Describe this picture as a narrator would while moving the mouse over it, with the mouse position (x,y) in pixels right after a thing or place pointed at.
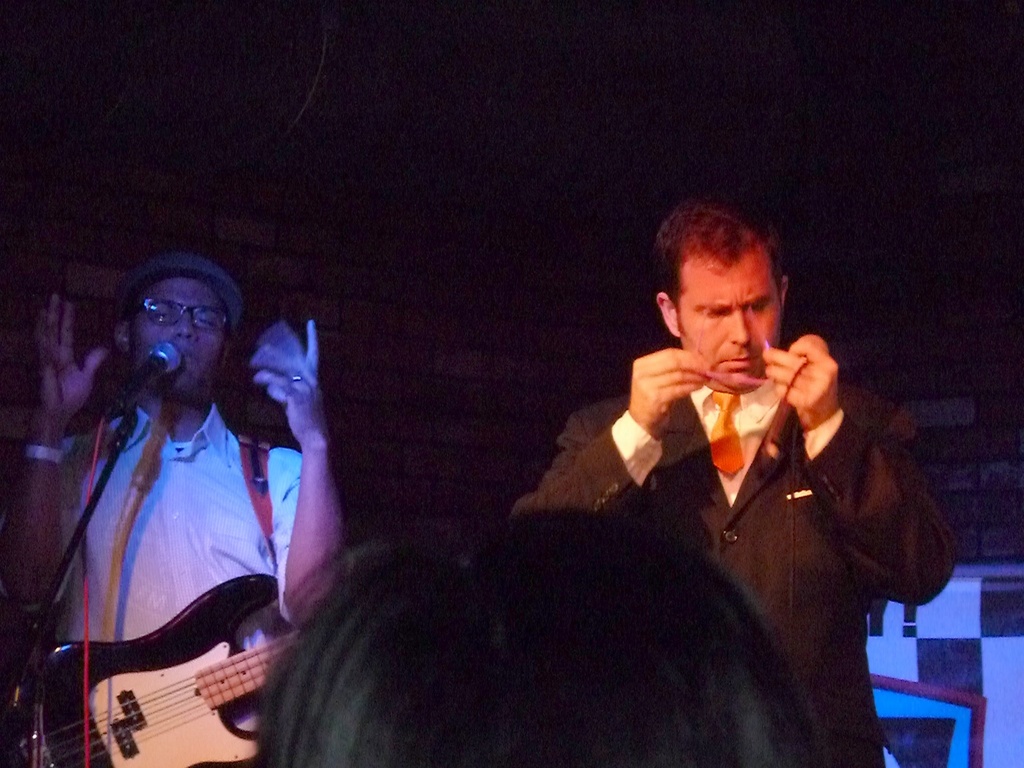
In this image I can see two persons (752,549) standing. In front (760,412) the person (849,507) is wearing brown blazer (778,507), cream color shirt (746,412) and an orange color tie (730,431) and the person (241,486) at left (288,461) is wearing white color shirt (225,498) and holding the musical instrument (206,728) and I can see the microphone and I can see the dark background (359,239).
